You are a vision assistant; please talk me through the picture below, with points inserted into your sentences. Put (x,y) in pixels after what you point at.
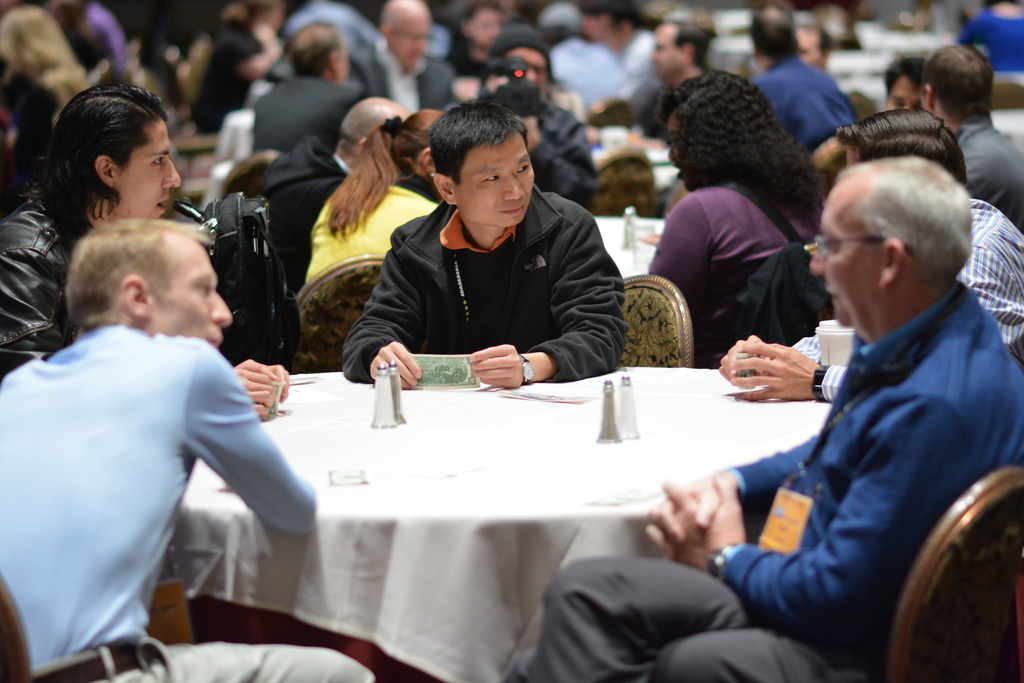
In this picture we have five people (502,253) sitting on the chair (347,313) in front of the table (426,470) and behind them there are some other people (792,103) sitting on the chair (642,166) and front of the tables (660,162).
